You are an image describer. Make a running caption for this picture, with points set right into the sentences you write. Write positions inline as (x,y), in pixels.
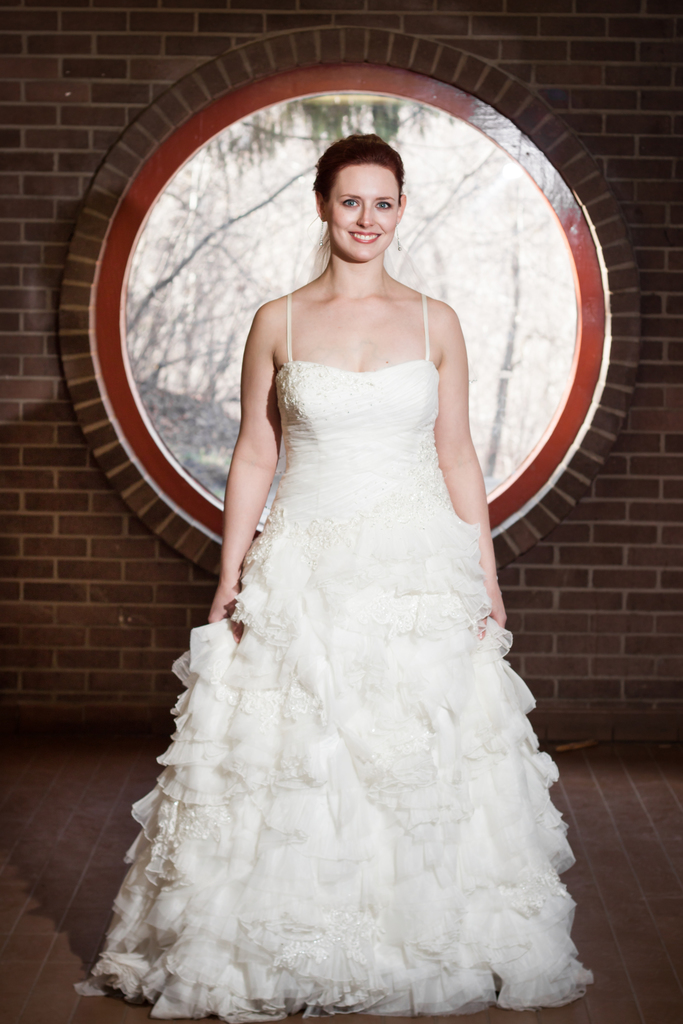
In this picture, we see a woman (358,485) in the white dress (426,642) is stunning. She is smiling and she might be posing for the photo. In the background (94,603), we see a wall (87,518) which is made up of bricks (74,485). Behind her, we see a glass (201,270) from which we can see the trees (516,325). At the bottom (53,877), we see the floor (60,885).
